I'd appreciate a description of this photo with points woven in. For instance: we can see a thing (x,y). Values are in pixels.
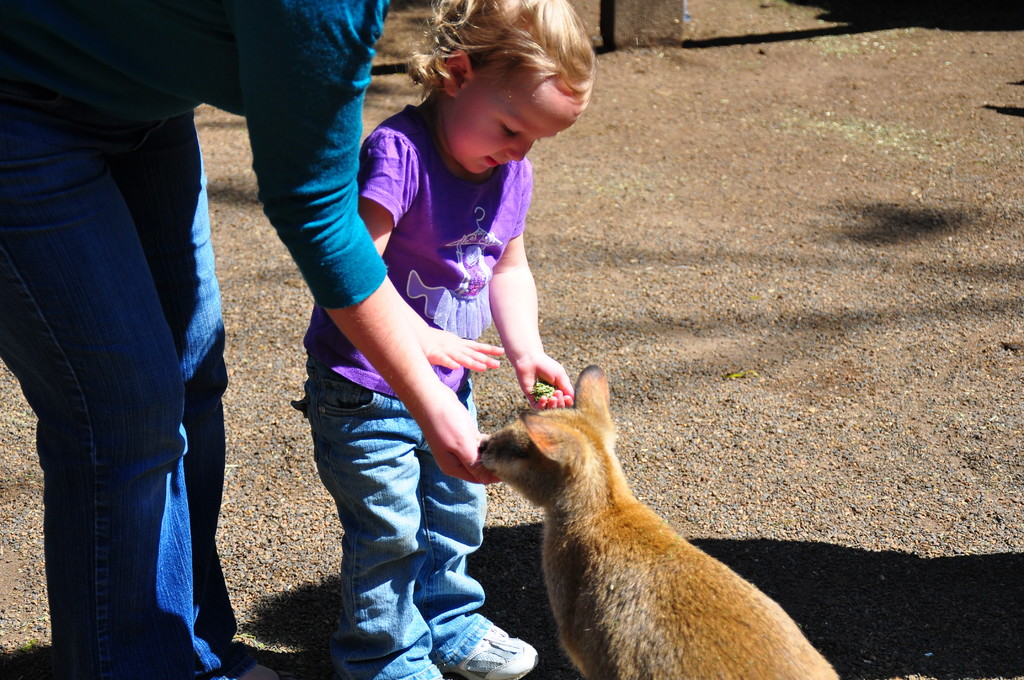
In this image i can see a woman (207,70) stand and wearing a blue color jeans pant (146,127) and beside her a baby girl (416,219) she is wearing a brinjal color t-shirt (424,203) and she holding some food (544,386). and give it to the wallaby (556,458). wallaby (578,506) stand the middle of the image (548,434).
